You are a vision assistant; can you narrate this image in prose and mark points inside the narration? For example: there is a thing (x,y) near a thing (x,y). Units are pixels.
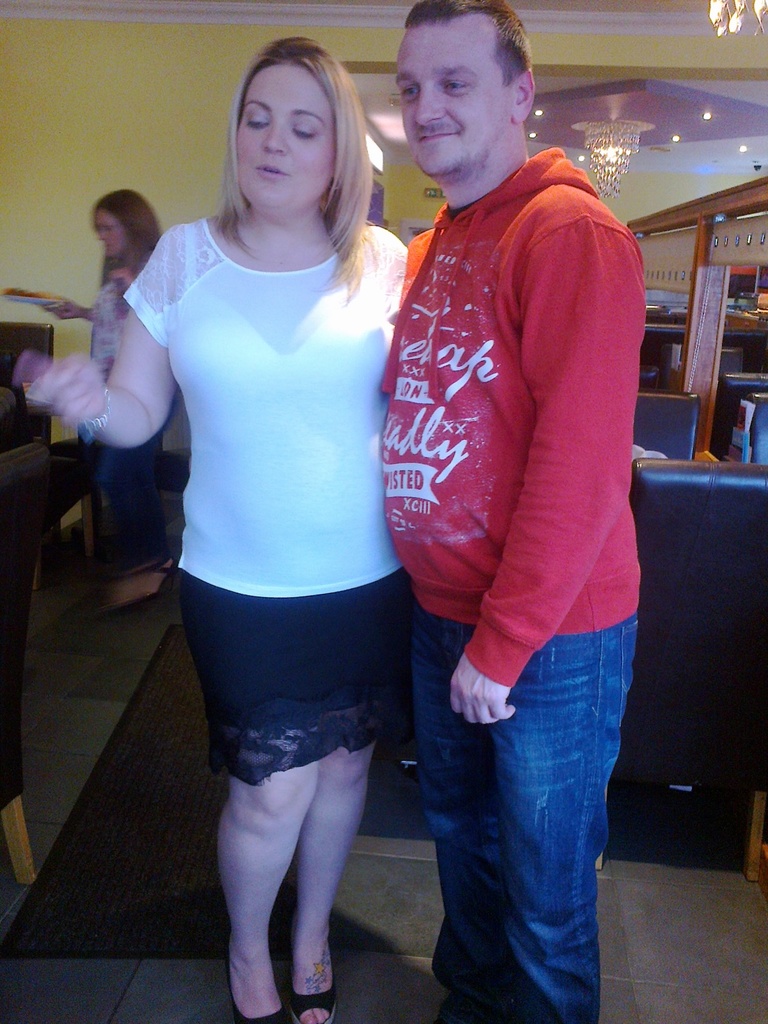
In the front of the image (321,356) we can see a woman (321,450) and man (513,139) are standing. In the background (702,556) there are chandeliers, chairs (722,545), walls (210,207), ceiling lights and a person (135,272). A person (135,259) is holding a plate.
